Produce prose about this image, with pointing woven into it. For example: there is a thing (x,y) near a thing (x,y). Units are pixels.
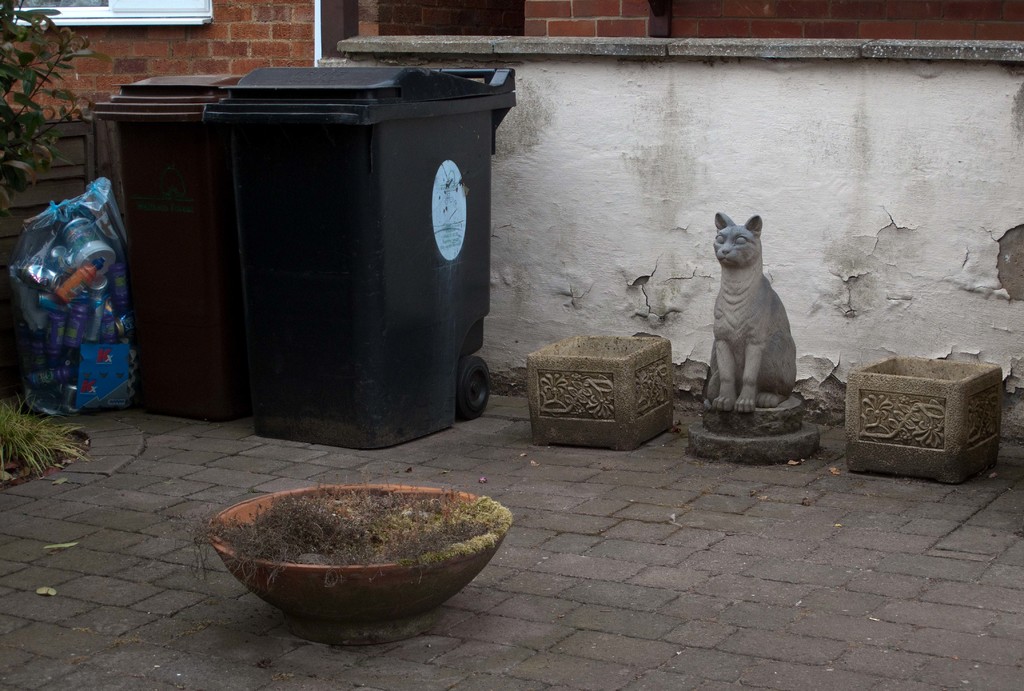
This is a sculpture of a cat (741,315) sitting. These are the two dustbins (272,242). This looks like a garbage bag (70,322). I think these are the flower pots (887,432). Here is a wall (574,92). On the left corner of the image (32,48), that looks like a plant (58,435).
